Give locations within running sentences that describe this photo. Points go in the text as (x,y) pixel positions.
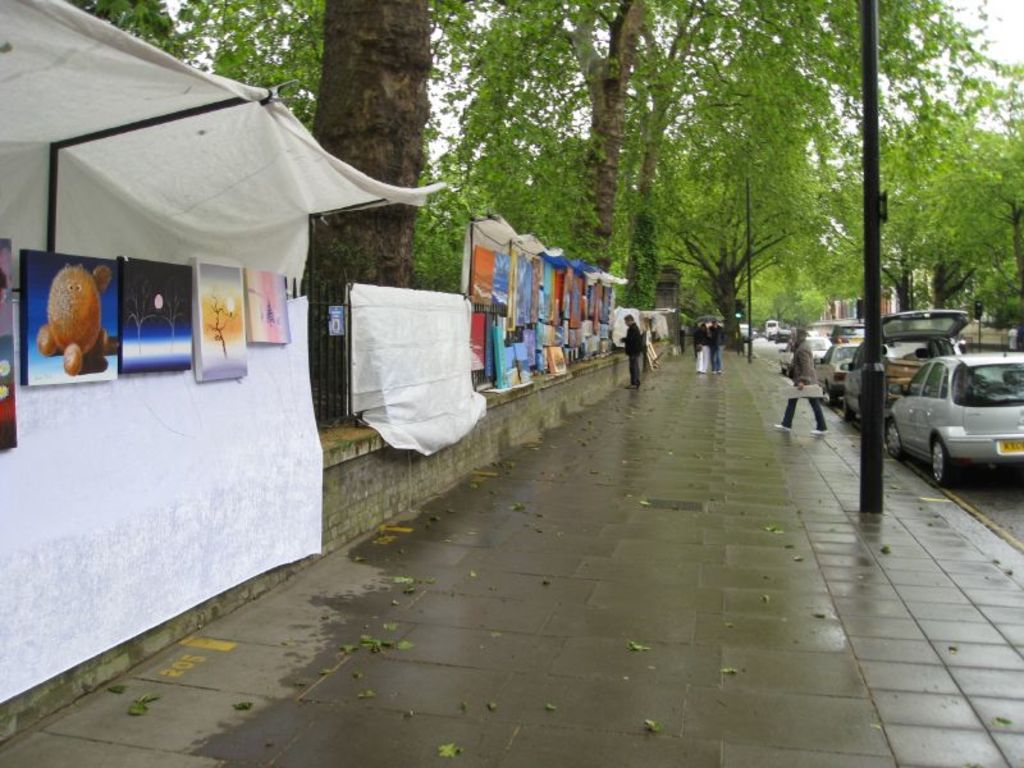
In the given image i can see a frames (26,292), clothes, people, vehicles (957,422) and trees (661,196).
